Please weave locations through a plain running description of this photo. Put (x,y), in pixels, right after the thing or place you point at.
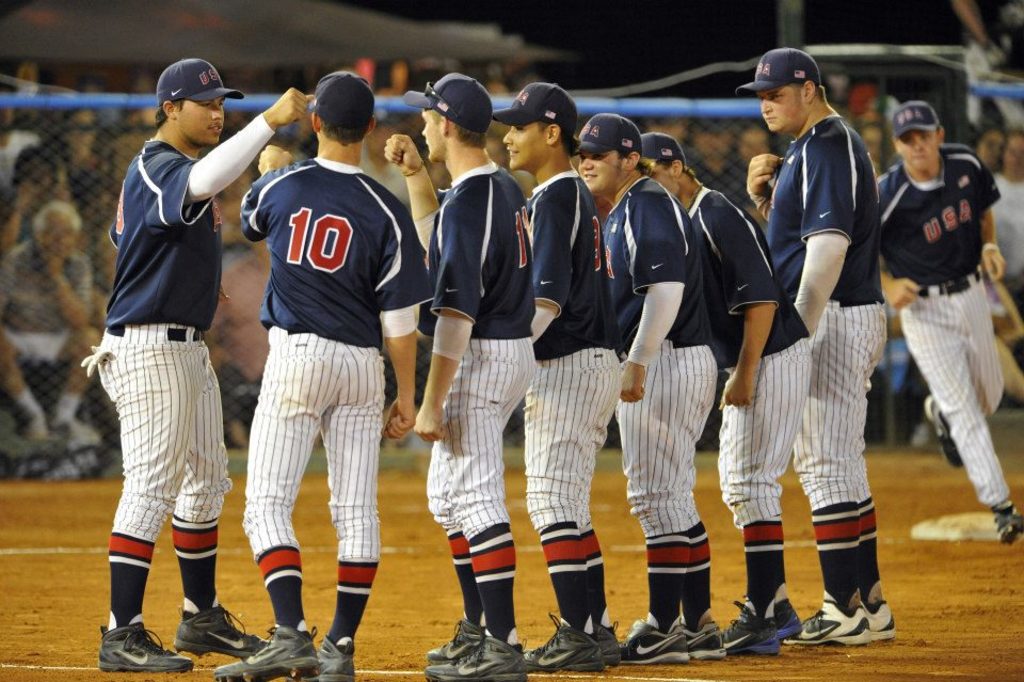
This image is taken outdoors. At the bottom of the image (73,577) there is a ground (409,623). In the middle of the image (528,273) a few men (484,332) are standing on the ground (1022,460). On the right side of the image (968,226) a man (910,241) is running on the ground (1011,478). In the background (101,185) there is a mesh (527,189) and many people (65,208) are sitting on the chairs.
